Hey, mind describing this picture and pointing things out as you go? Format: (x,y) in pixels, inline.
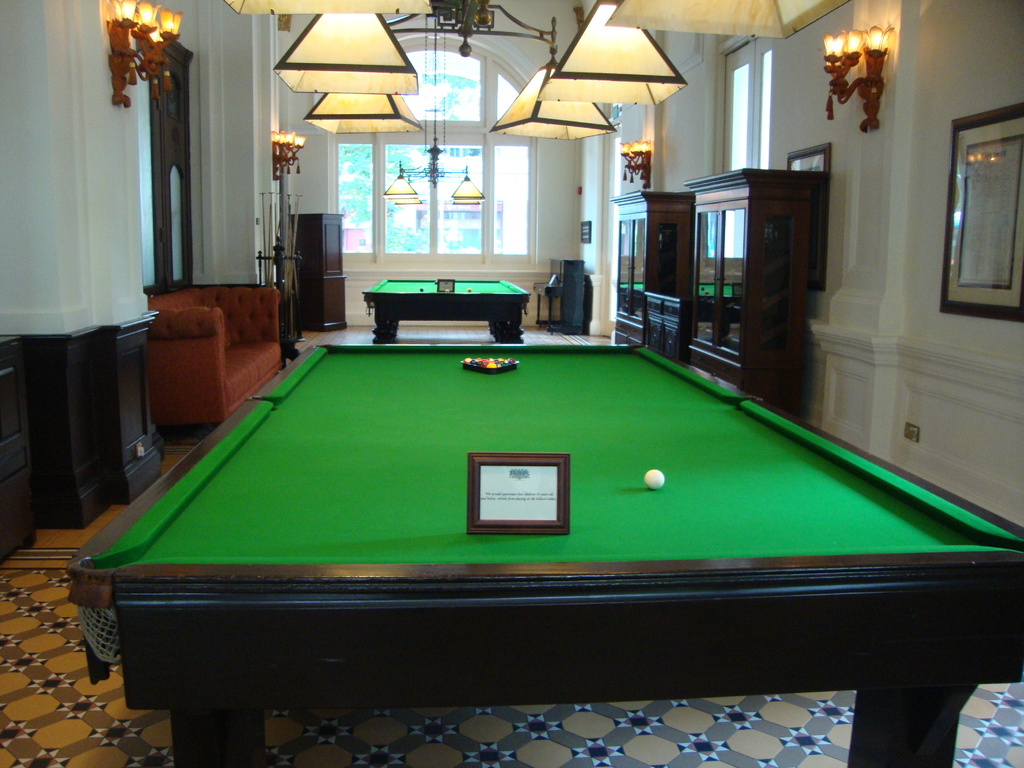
In this image I can see two snooker tables (269,428) and a sofa (231,297). Here I can see number of lights (326,101).
